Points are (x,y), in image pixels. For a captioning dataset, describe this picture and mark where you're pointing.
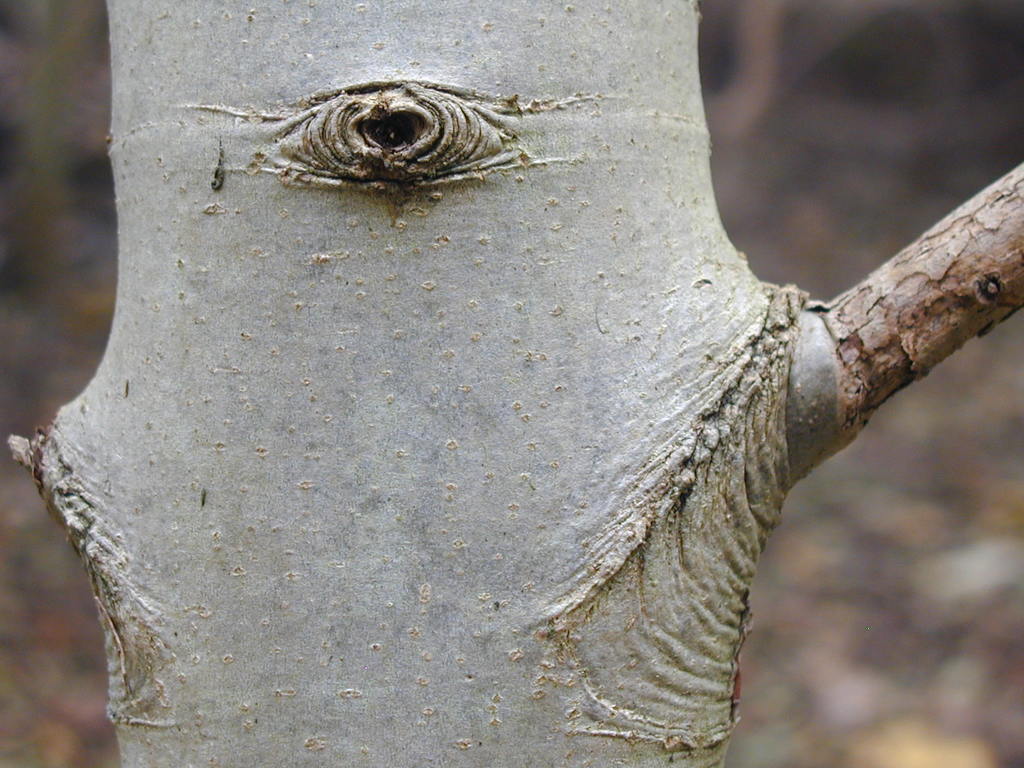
In this image there is a tree trunk (280,518). Behind the trunk (171,188) it is blurry.
